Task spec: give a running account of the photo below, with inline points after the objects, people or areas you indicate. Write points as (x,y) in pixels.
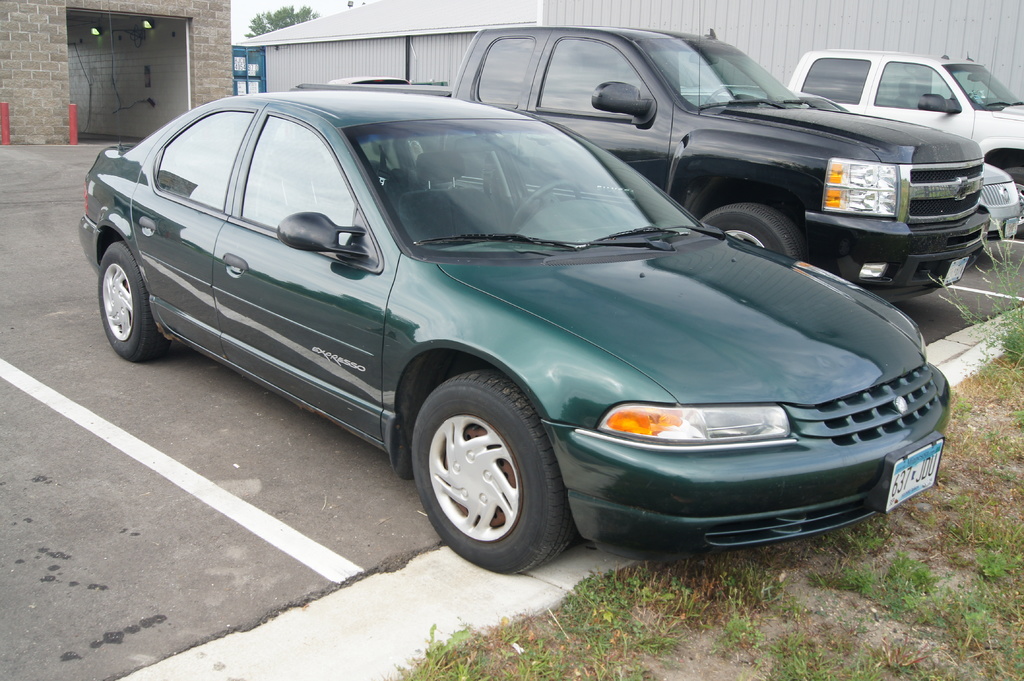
In this image I can see few vehicles (279,263), in front (750,374) the vehicle (642,362) is in green color. Background (430,17) I can see a shed (342,59) in white color, trees (284,16) in green color, sky (259,10) in white color and I can see a wall (55,50) in brown color.
